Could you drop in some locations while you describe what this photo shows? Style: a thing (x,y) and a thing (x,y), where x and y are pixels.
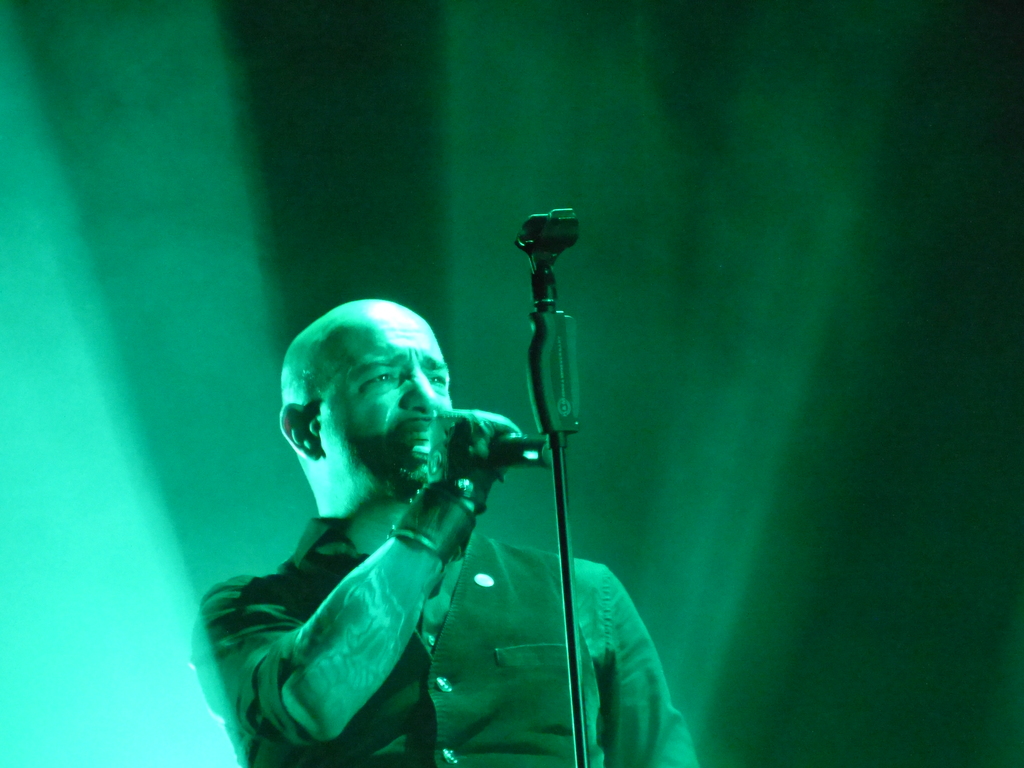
In this image we can see a person (347,638) is singing a song and holding a mike (523,455) in his hand (496,423).
